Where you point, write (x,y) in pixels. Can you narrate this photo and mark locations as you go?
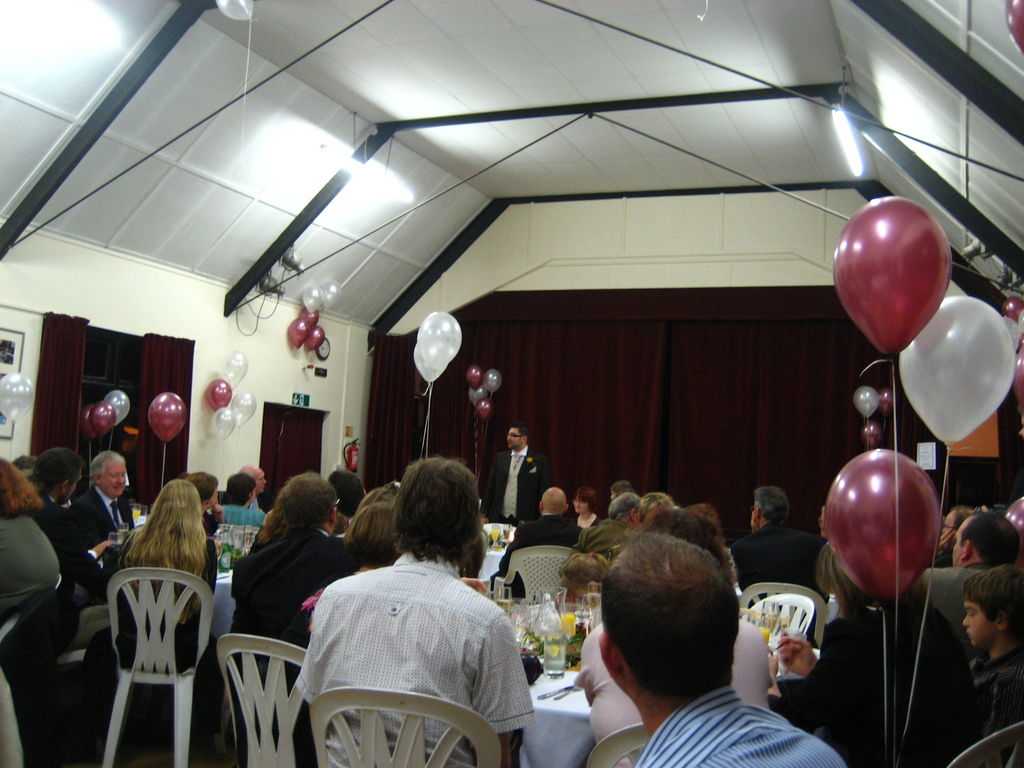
here we can see a group of people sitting on a chair (261,650), and in front here is the table (578,617) and some objects (563,643) on it, and here a person (519,481) is standing and here are the balloons (872,341), and at the top (597,158) here is the roof (571,119), and here is the lights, and here is the wall (90,318).
